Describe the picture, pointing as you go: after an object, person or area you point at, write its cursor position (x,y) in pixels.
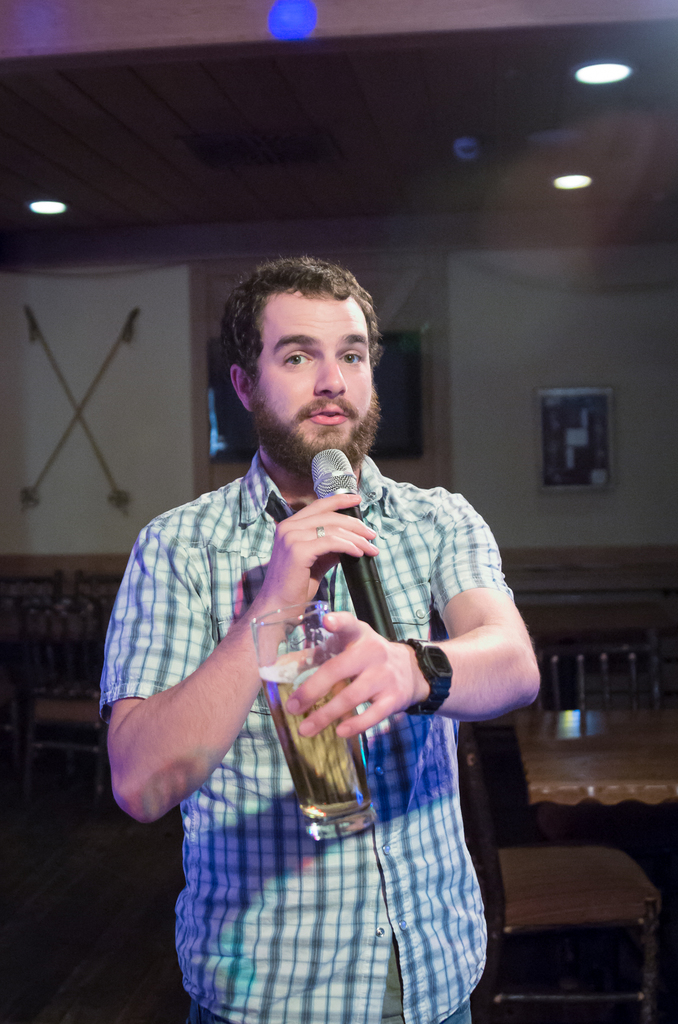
This image consists of tables (596,716) and chairs (584,855). There are lights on the top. There is a person (286,924) in the middle (347,641) who is holding a glass (328,612) in one hand (349,677) and mic (364,569) in other hand (315,587).
